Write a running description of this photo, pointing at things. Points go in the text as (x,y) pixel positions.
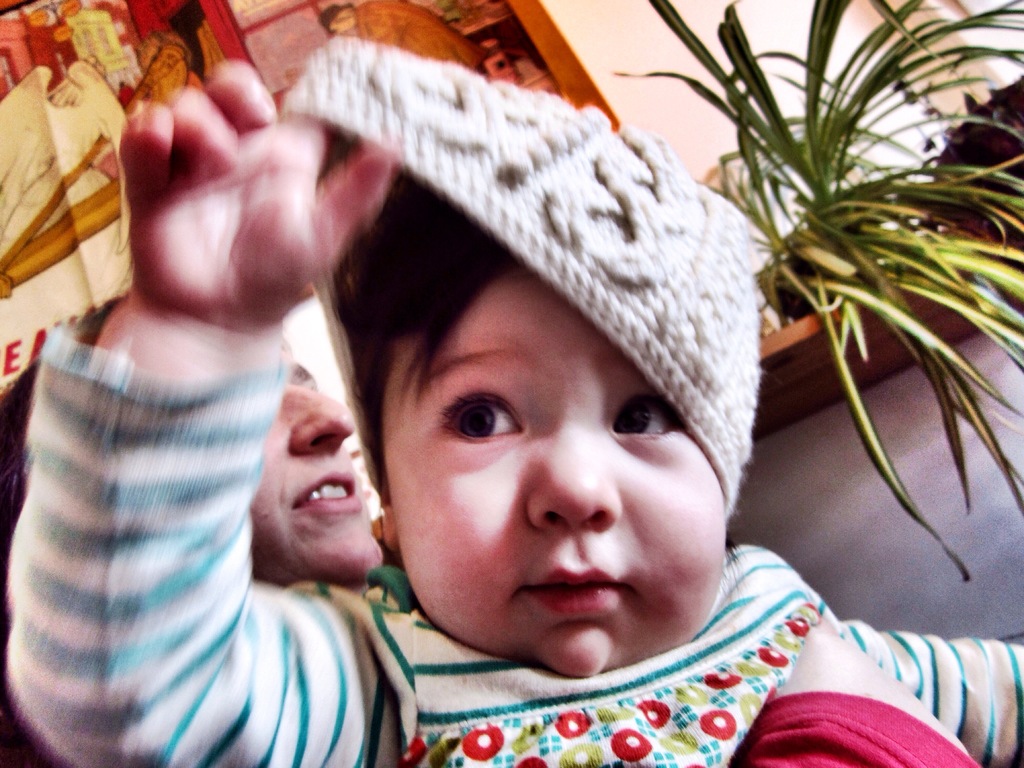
In this picture we can see few people (603,555), beside we can see potted plants (823,274) and painted board (169,76) to the wall (611,44).
